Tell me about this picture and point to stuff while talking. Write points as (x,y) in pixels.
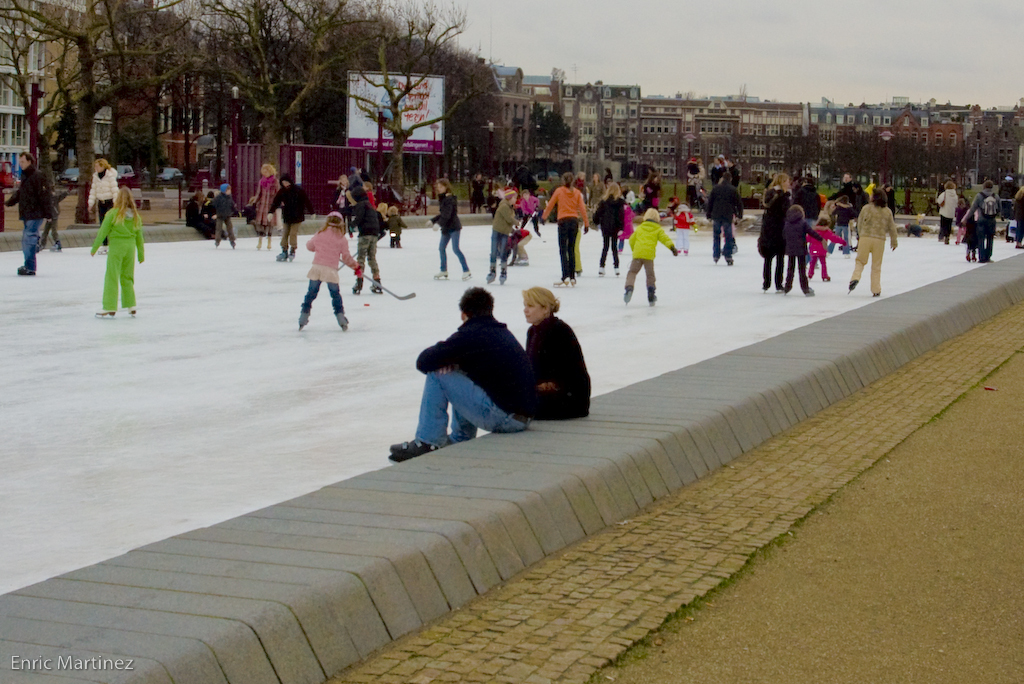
In this picture there are group of people (815,225) skating. In the foreground (507,370) there are two persons (550,360) sitting on the wall (636,400). At the back (577,124) there are buildings (695,117) and trees (818,166) and there is a hoarding (419,82). At the top (631,24) there is sky (647,27). At the bottom left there is a text (33,662).
